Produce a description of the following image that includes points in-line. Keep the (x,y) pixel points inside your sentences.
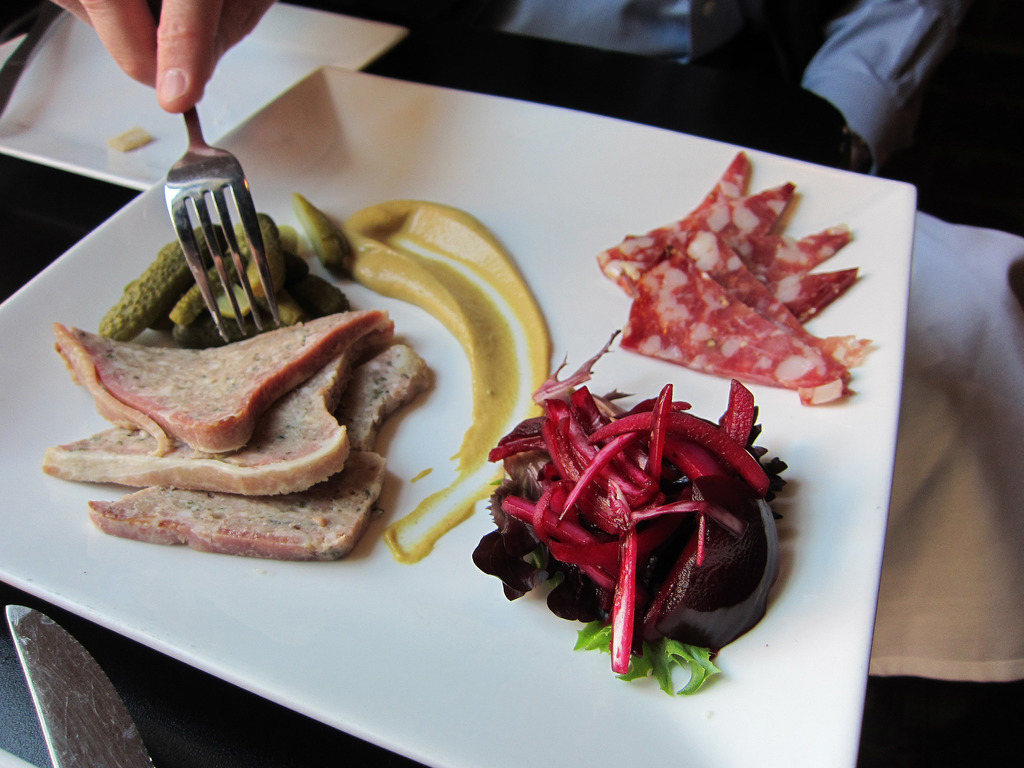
In this image I can see white colour plates (75,62) and in this place I can see different types of food (495,450). I can also see a knife (46,648) over here and here I can see a hand (111,52) of a person (172,81) is holding a fork (208,242).
